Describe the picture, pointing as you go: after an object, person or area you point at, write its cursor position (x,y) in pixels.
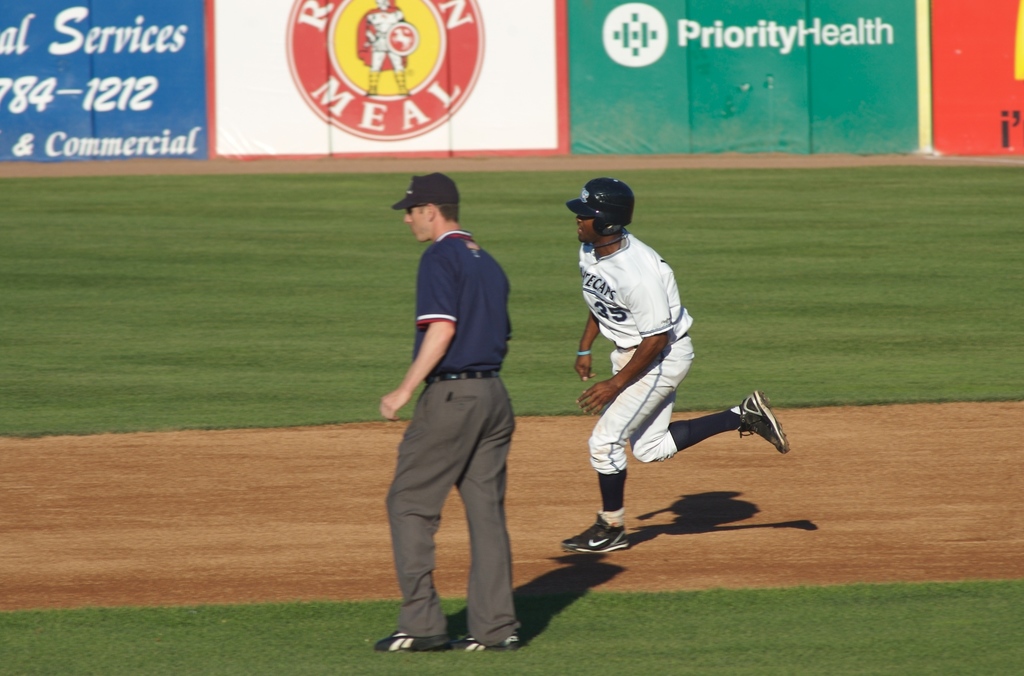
In this image I can see a person (624,320) wearing white jersey (651,331) and black helmet (619,202) and another person (462,318) wearing blue and grey colored dress (460,350) are on the ground (510,478). In the background (332,259) I can see the grass (250,251) and few boards (179,101) which are blue, white, green and orange in color.
